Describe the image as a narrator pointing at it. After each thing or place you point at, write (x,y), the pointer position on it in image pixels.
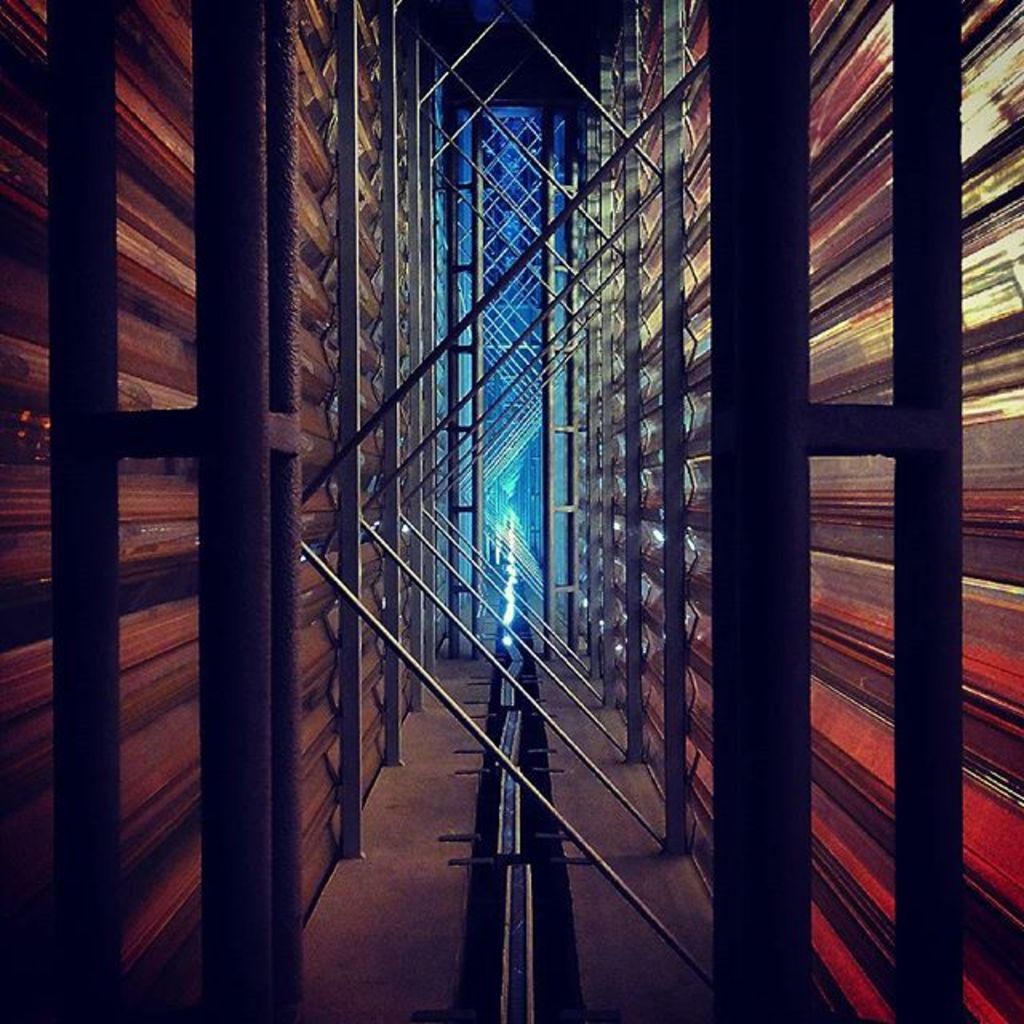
On the left (228,664) and right side (749,744) we can see poles (261,459) and metal sheets (159,812) on the floor (453,749). In the middle (393,674) there are poles (350,591) in a criss-cross pattern.
